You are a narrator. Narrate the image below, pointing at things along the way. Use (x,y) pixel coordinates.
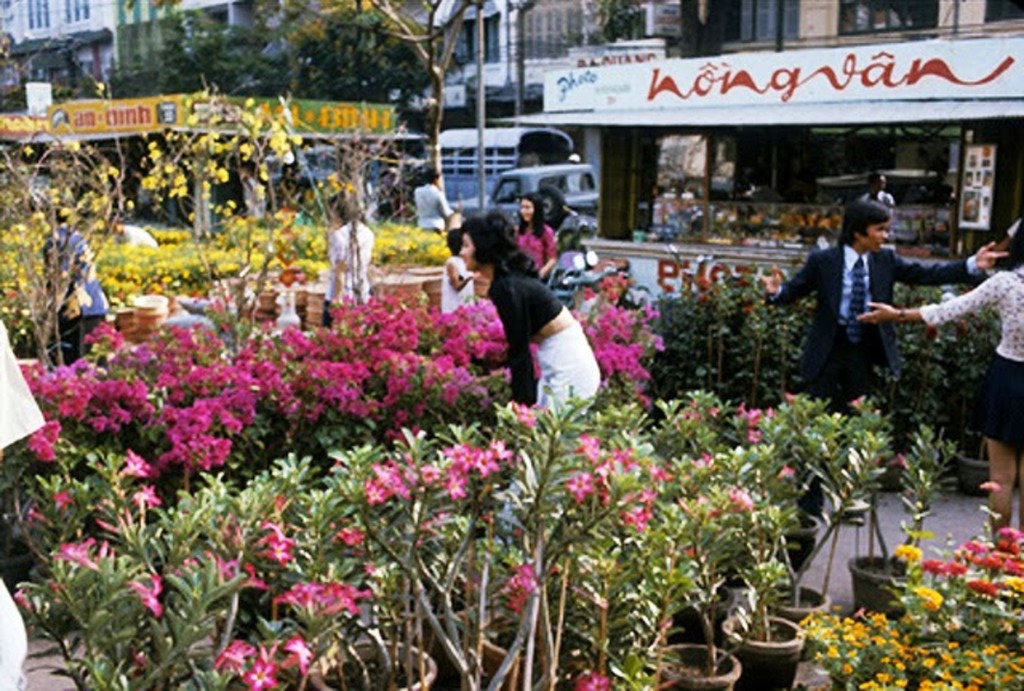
In the picture I can see some buildings (624,216), some vehicles (596,183) are moving on the road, in front (303,636) there are so many flowers (408,475) to the potted plants (396,357) and we can see some people (492,223).
